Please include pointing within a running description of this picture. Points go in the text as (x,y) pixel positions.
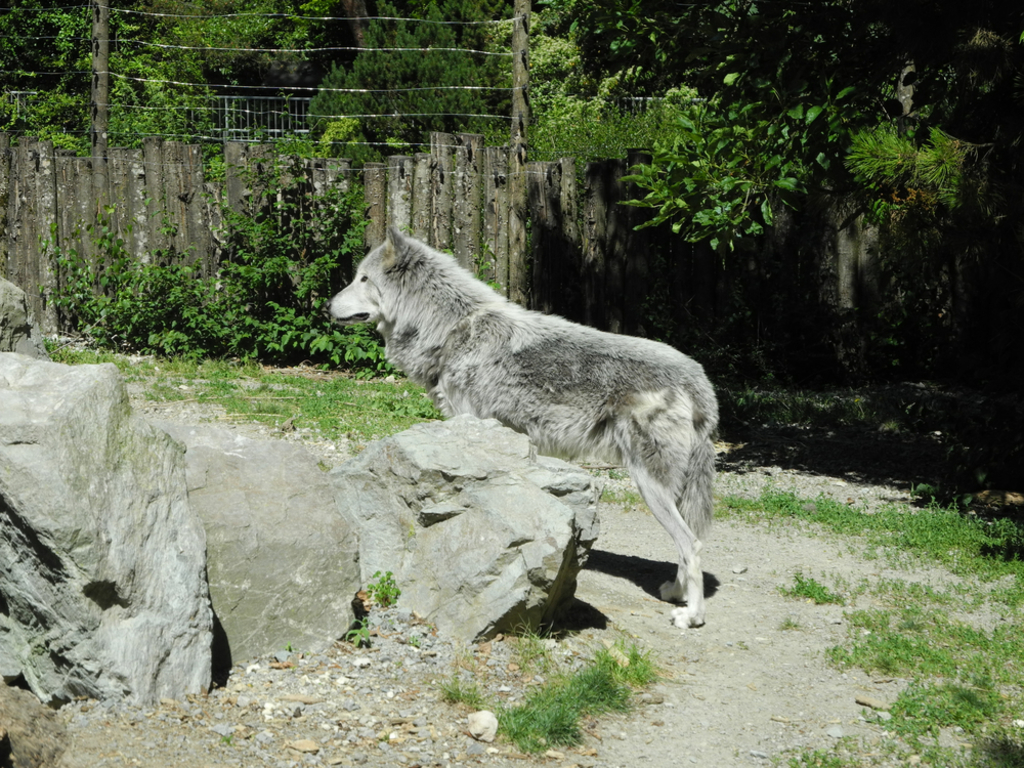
In this image I can see an animal (554,361) in white and black color. I can see few stones (531,546), green grass (819,517), few trees (739,180) and fencing (652,241).
